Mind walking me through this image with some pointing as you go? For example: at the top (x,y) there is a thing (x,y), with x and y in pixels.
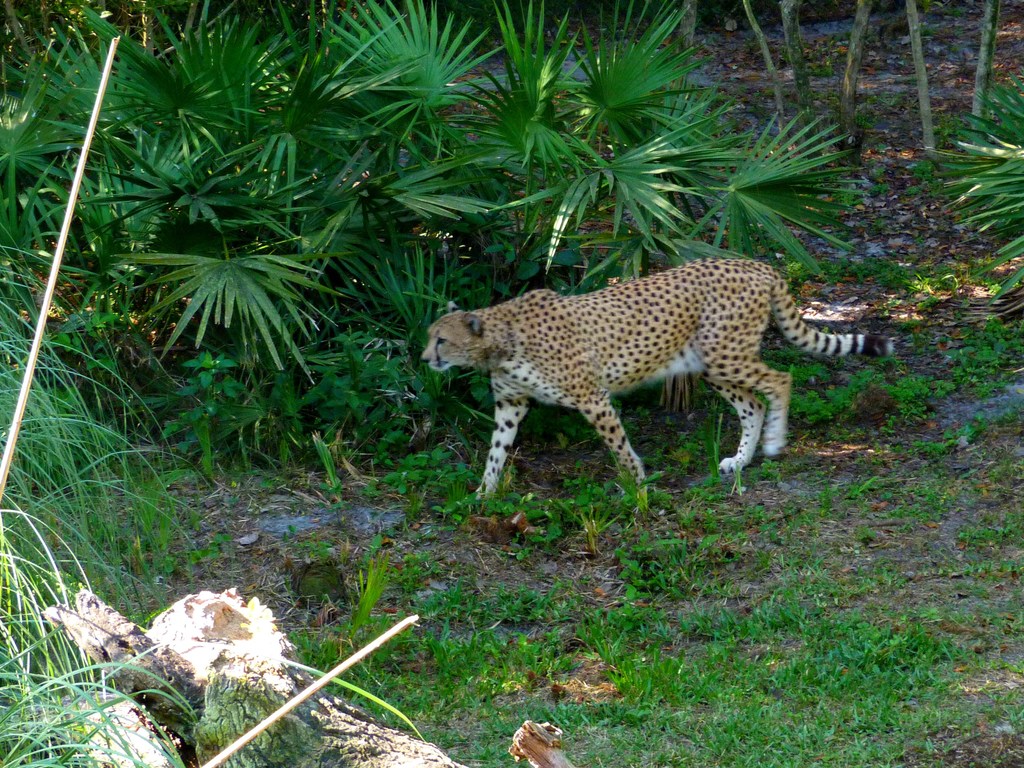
In this image in the center (643,354) there is an animal (627,342) walking. In the background (417,185) there are plants (373,195). In the front (618,607) there's grass (734,672) on the ground (734,672). On the left side (46,487) there are leaves (41,510).
